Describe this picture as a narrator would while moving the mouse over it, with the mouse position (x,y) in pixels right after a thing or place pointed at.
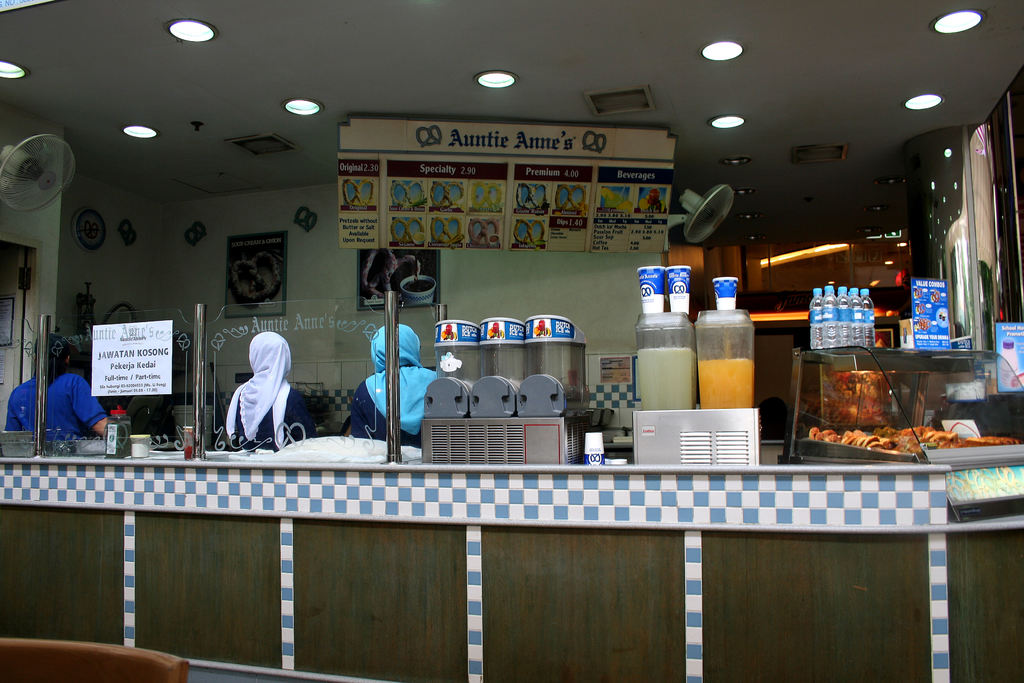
In this image we can see some bottles (835,342), containers (718,363), glass objects (911,385), food items (860,432) and other objects (989,498). In the background of the image (443,263) there are boards (356,192), people (418,382), wall (130,265), fans (65,167) and other objects (236,254). At the top of the image (86,100) there is the ceiling (560,92) with lights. At the bottom of the image (570,673) there is the wooden texture (456,663). On the left side of the image (108,653) there is an object (97,661).
